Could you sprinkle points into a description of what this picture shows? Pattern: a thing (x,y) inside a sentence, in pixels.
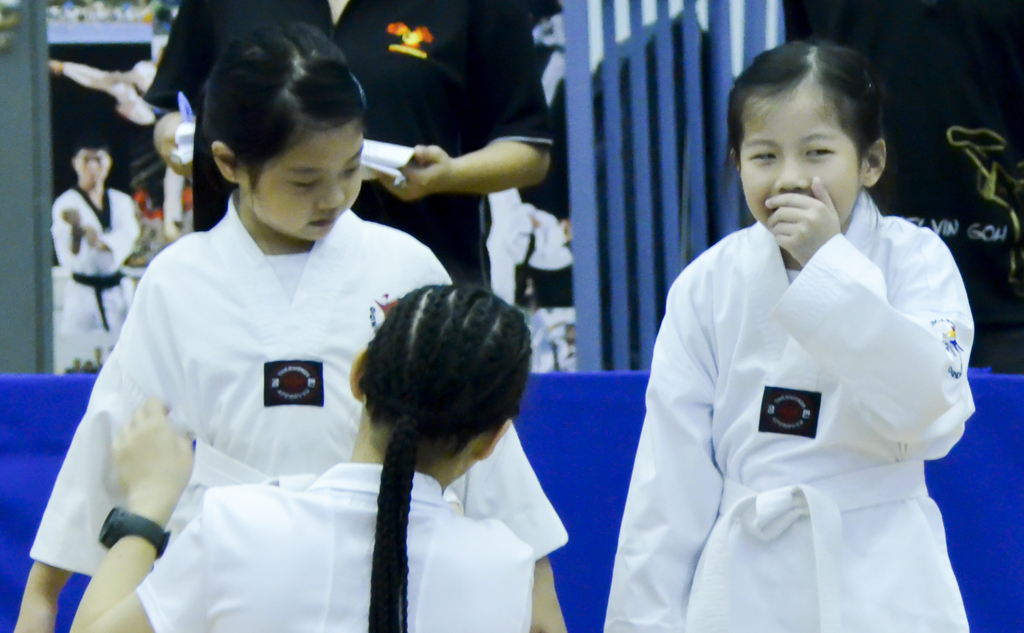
In this image we can see people (356,547) standing on the floor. In the background (661,115) we can see the grills (646,135).
